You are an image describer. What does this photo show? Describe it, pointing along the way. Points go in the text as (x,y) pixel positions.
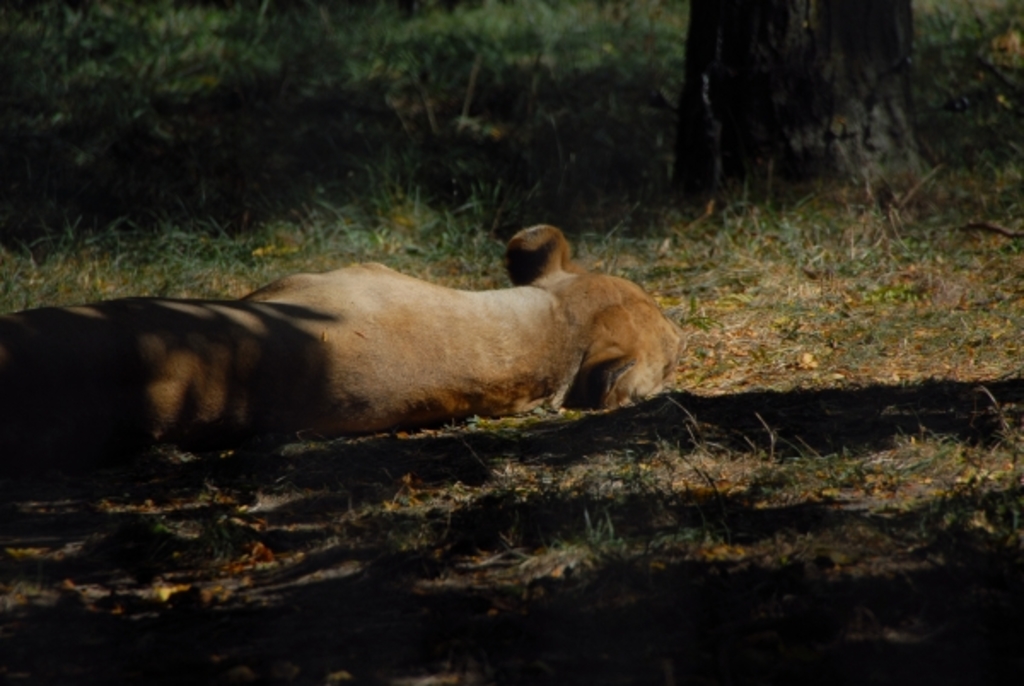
This image is taken outdoors. At the bottom of the image (592,509) there is a ground (612,487) with grass (720,298) on it. At the top right of the image (812,93) there is a tree (812,93). On the left side of the image (184,351) there is a lion (285,348) lying on the ground (472,229).
